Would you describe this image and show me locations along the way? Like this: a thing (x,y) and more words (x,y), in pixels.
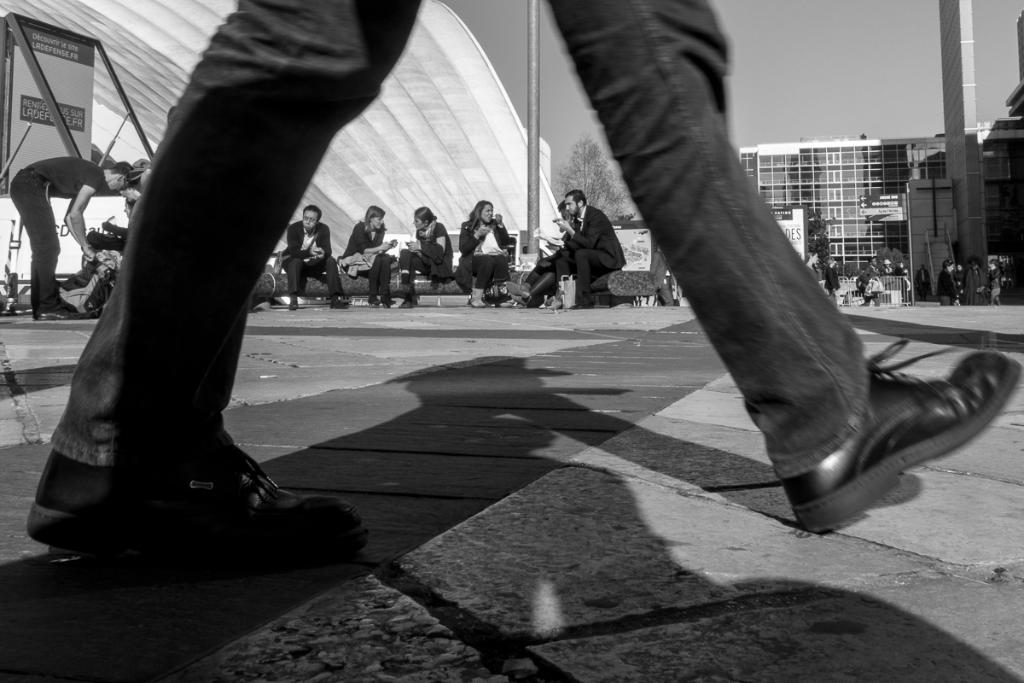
I can see this is a black and white picture. There are group of people (568,269), there are buildings (1020,196), there is a tree (618,198) and in the background (564,162) there is sky (571,154).
